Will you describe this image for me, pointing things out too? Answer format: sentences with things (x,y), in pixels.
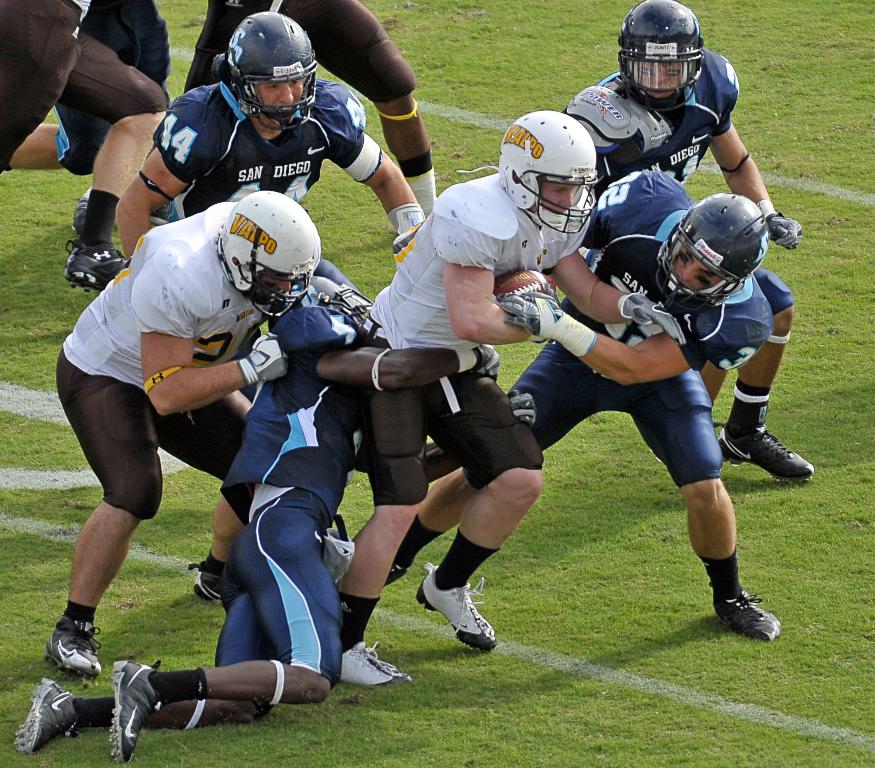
In this image, we can see people (392,328) wearing sports dress (422,249) and are playing game in the ground (654,660) and some are holding a ball (511,288).
